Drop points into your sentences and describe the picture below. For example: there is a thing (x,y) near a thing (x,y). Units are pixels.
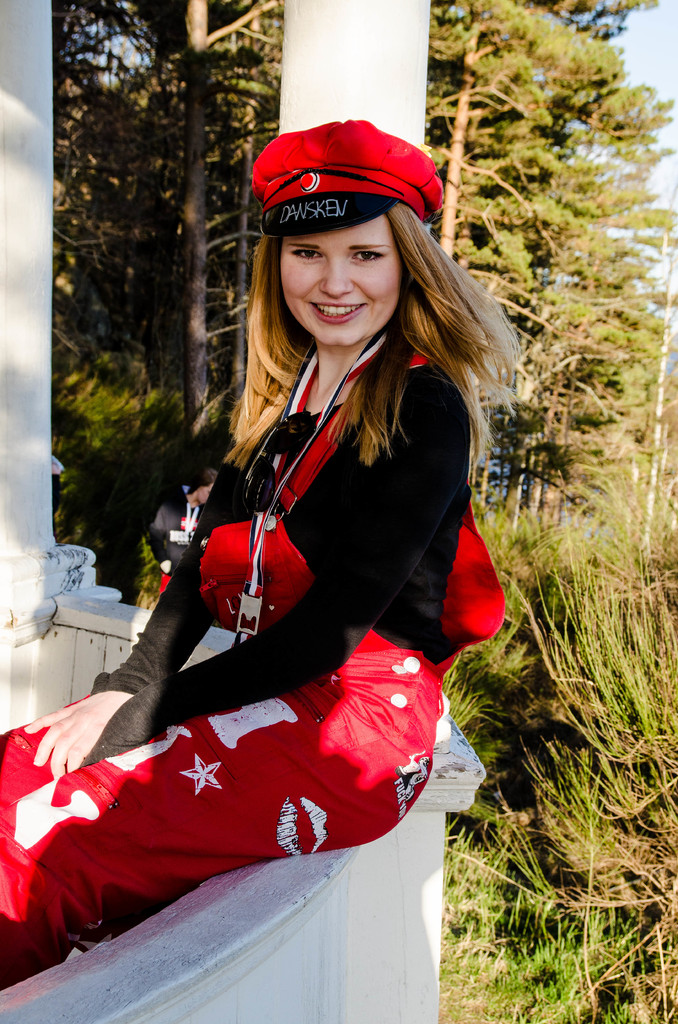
A beautiful girl (171,732) is sitting on the wall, she wore a black color t-shirt (393,570) and a red color trouser (276,787), cap (429,184). Behind her there are trees (524,257).
